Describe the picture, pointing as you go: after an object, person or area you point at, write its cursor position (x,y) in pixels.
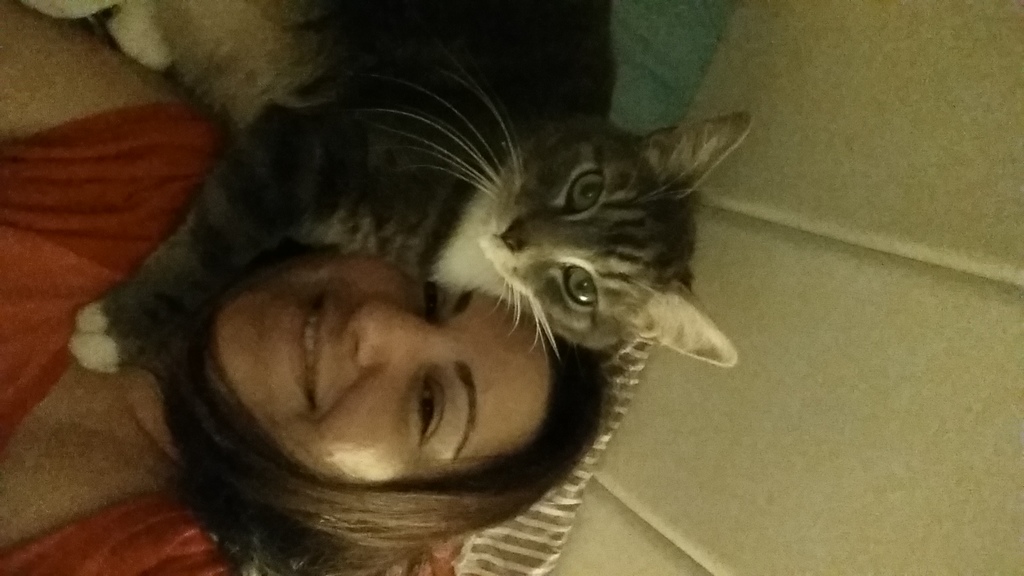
In this image we can see a woman (331,321) is smiling, here is the cat (577,208), here is the wall (819,309).
